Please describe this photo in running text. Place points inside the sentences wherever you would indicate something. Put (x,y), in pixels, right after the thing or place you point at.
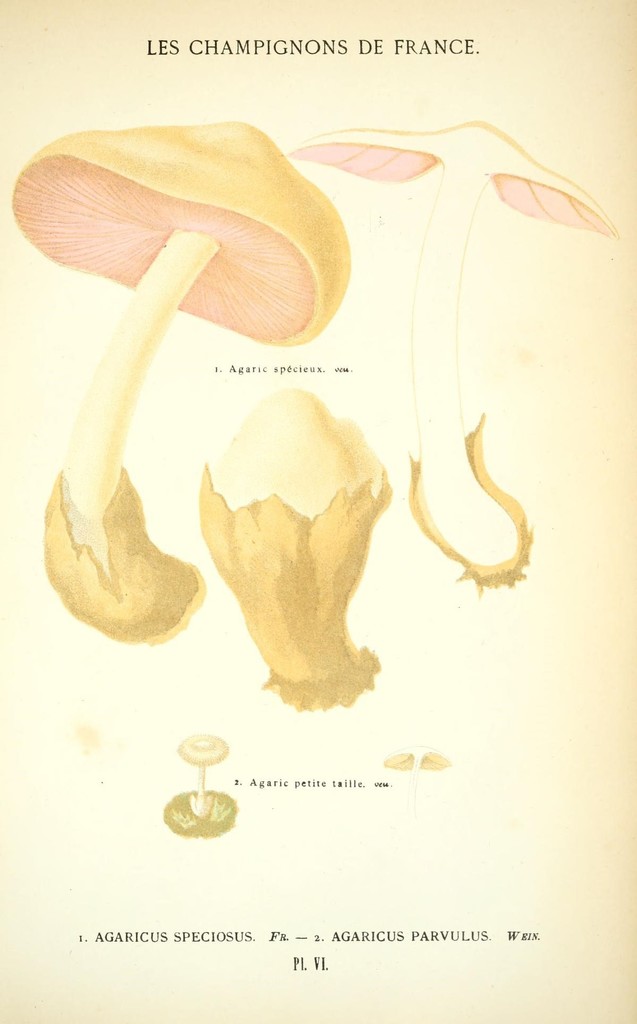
In this picture I can observe drawing (237,186) of mushrooms (124,139) in the paper (528,755). The background (453,824) is in cream color. I can observe some text (172,935) on the bottom of the picture (322,957).
